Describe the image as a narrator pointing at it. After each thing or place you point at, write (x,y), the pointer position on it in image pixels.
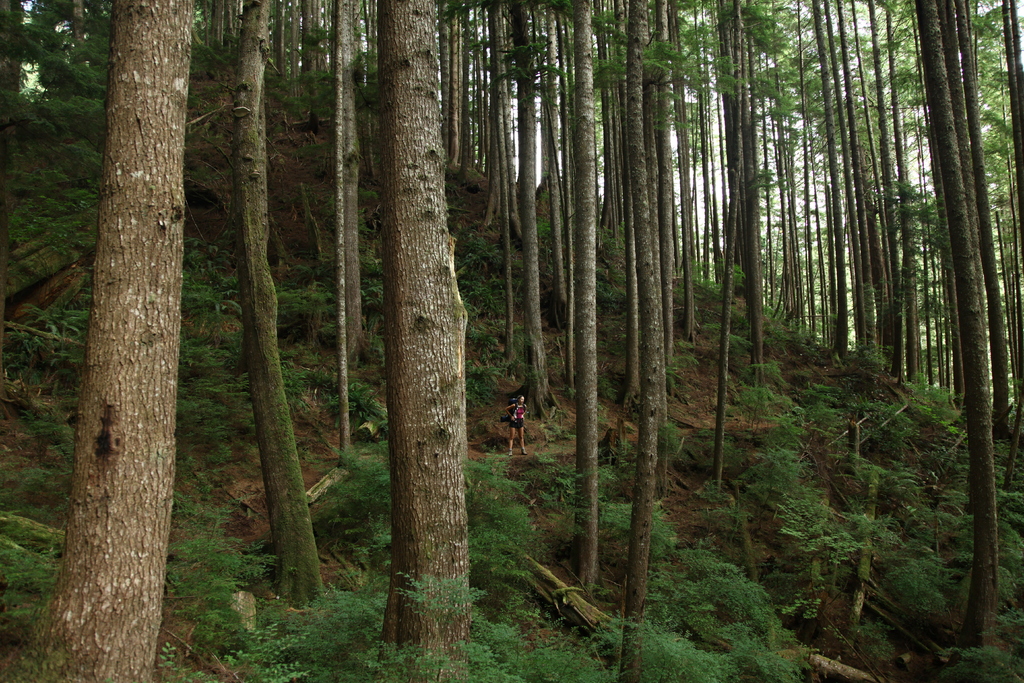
These are the trees (539,42) and the plants (762,483). Here is a person (519,430) standing. This looks like a hill (535,451).
